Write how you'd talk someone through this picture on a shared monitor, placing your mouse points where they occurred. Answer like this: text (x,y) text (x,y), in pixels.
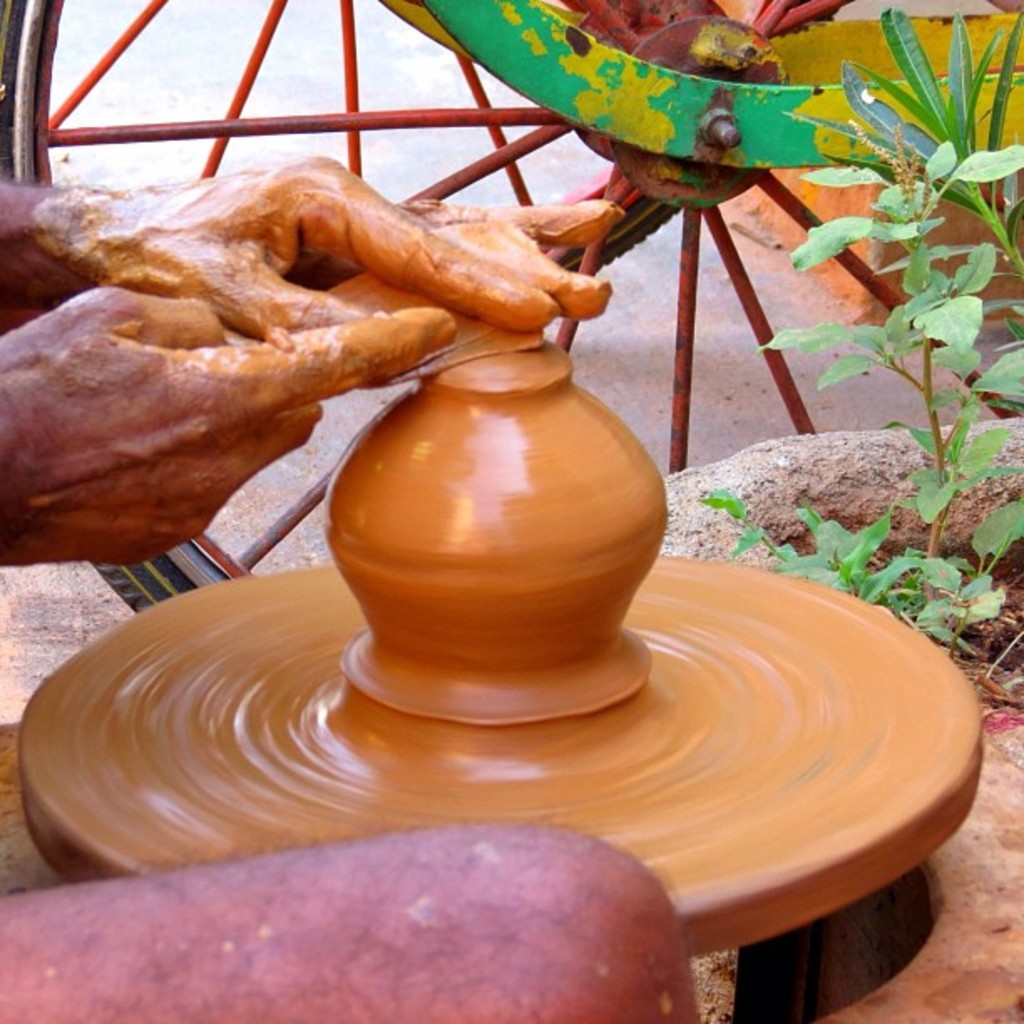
In this picture we can see a person (292,228) making a pot (449,602). There is a plant (946,592) on the right side (1005,69). We can see a wheel (114,41) in the background (147,16).
